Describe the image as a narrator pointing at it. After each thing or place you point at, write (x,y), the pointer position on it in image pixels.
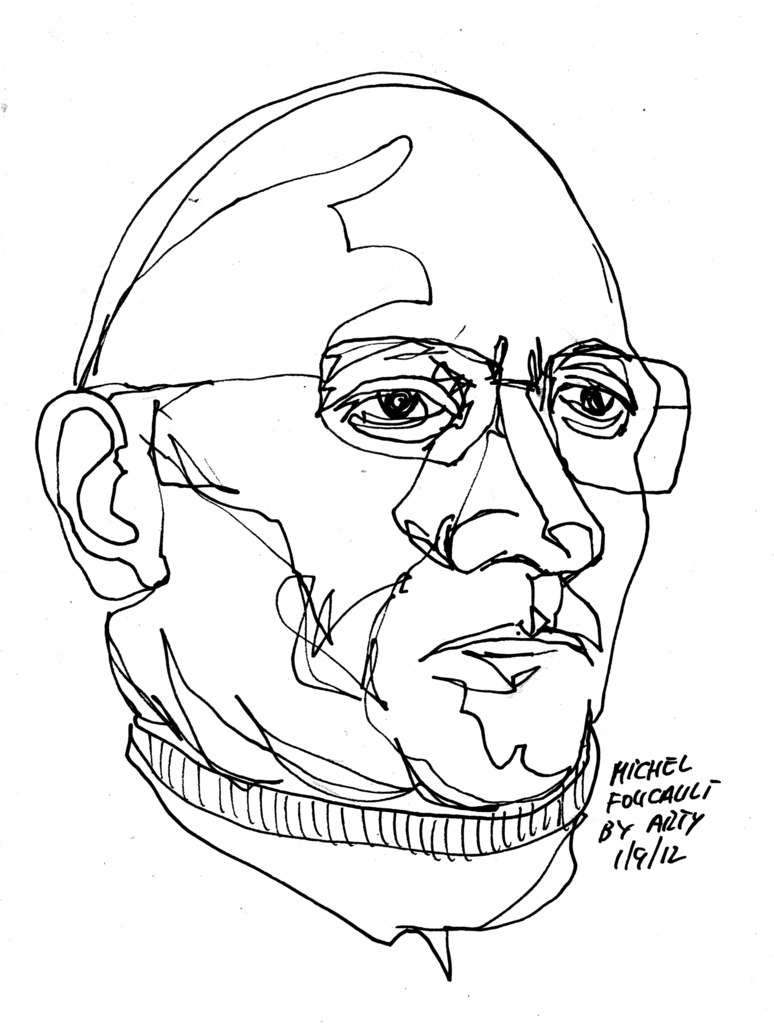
In this image there is a sketch (226,528) of a person (226,523), beside him there is text (640,798).
